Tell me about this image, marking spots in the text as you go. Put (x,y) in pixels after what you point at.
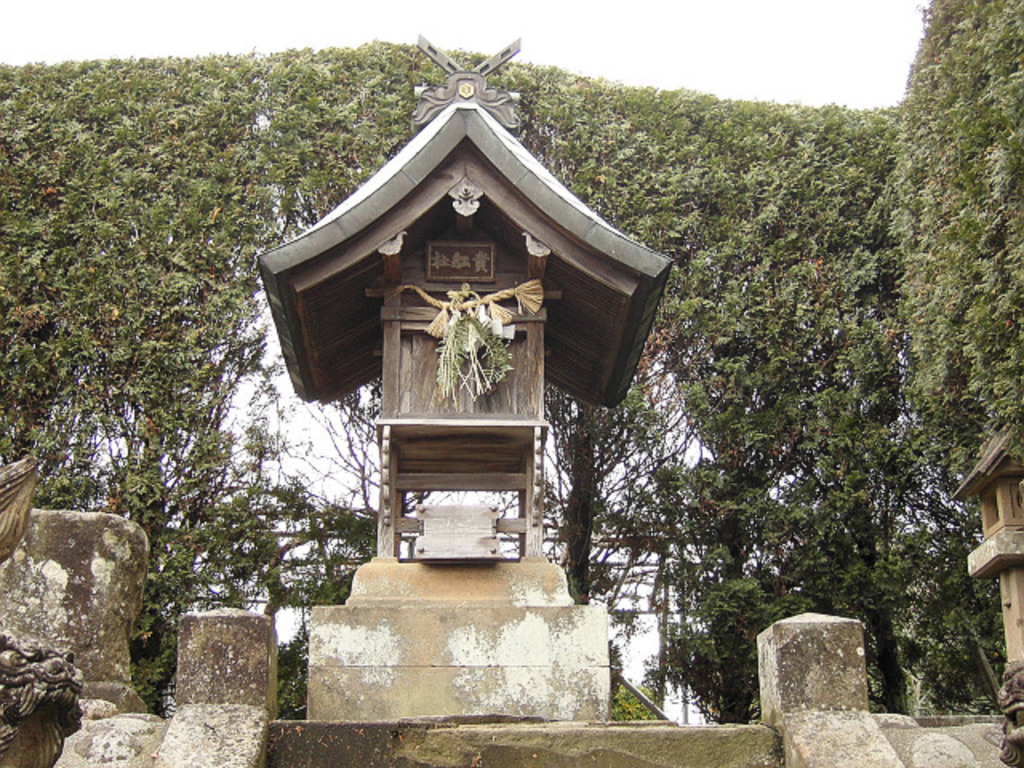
In this picture in the middle (474,453), we can see a wood box (419,387). On the right side (952,610), we can see some trees (983,297). In the background (647,128), we can also see some trees (811,469). On the top (475,6) there is a sky (648,17), at the bottom (49,625), we can see some stones (770,714).
